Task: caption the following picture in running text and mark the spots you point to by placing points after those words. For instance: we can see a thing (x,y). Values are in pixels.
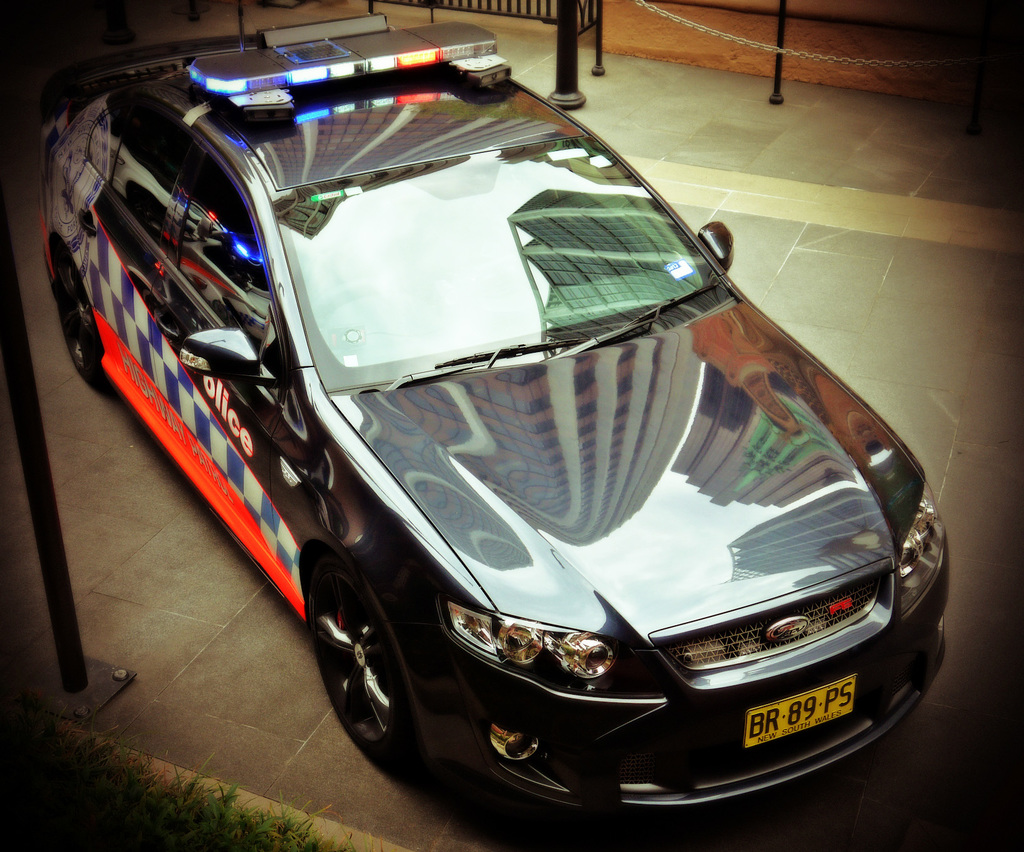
This image consists of a car (470,456) in black color. At the bottom (252,647), there is a road (189,561). And we can see the green grass (75,806) on the ground (41,608). On the left (34,488) and right, there are black color poles (34,488) along with a chain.
